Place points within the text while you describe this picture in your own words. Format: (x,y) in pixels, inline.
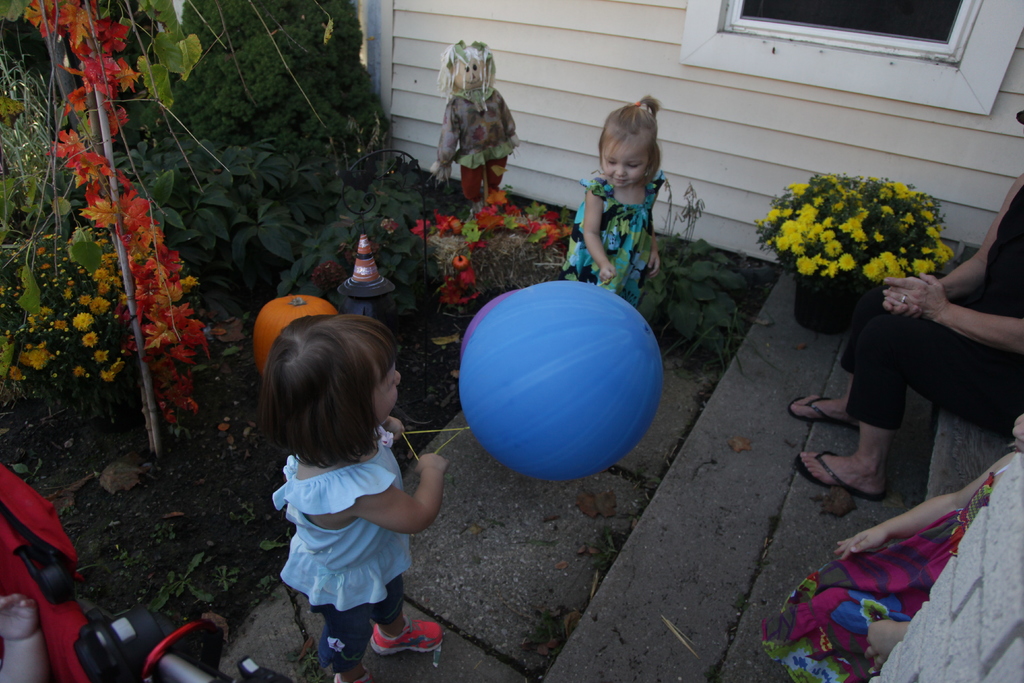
In this picture I can see couple of girls (318,589) and balloons (545,376) and couple of them (932,504) seated and I can see plants (16,65) with flowers (937,226) and looks like a house (638,74) on the right side of the picture (820,53) and on the left side (59,628) I can see a baby trolley (59,628) with a baby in it.
